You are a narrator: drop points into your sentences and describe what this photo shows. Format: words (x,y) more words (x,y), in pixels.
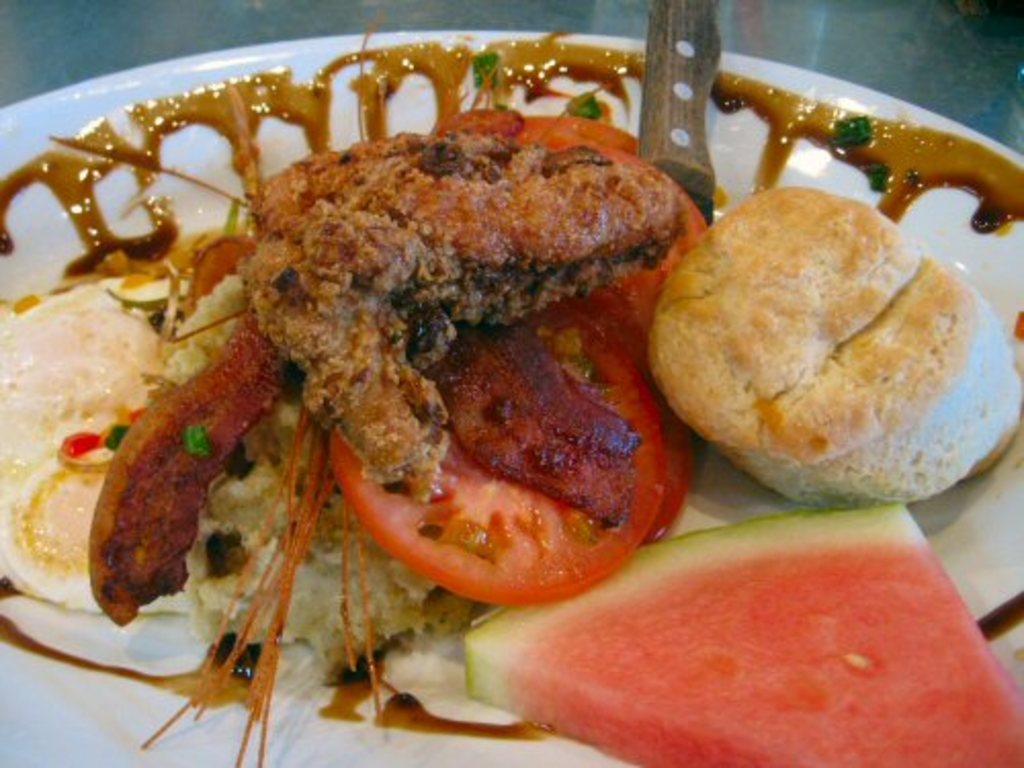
In this image, I can see a plate (1014,289), which contains a piece of watermelon (662,636), tomato slices (645,497) and few other food items (600,413) in it. I think this is a knife (688,87).
